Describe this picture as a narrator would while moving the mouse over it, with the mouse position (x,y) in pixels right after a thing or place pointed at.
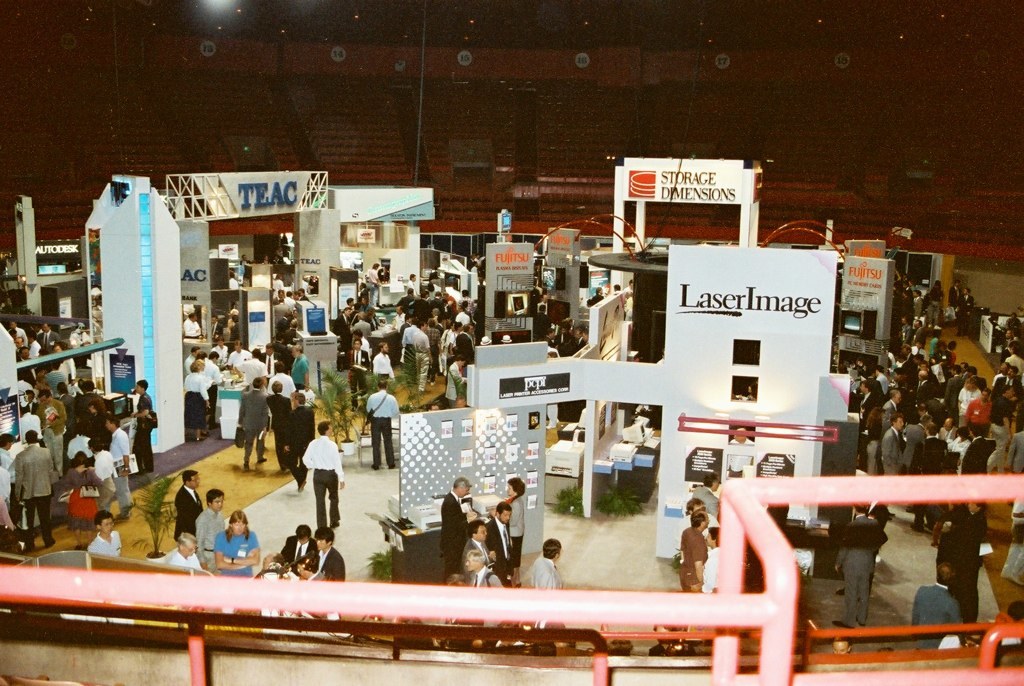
At the bottom of the image (508,605) there are rods (701,599). Behind the rods (718,599) there are many people (412,279) and also there are many posters (501,267) with few images (504,428). And also there are many posters (802,283). At the top of the image (565,164) there are seats (609,95).
